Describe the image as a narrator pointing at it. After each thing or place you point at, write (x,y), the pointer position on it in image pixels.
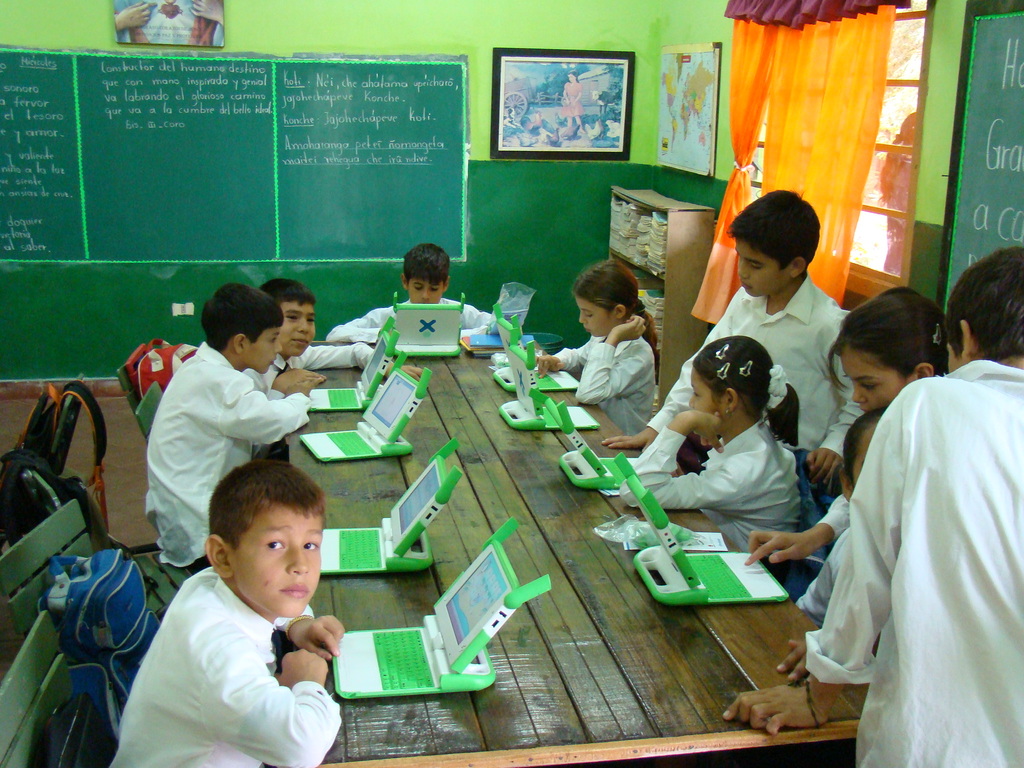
In this picture all this children (219,545) are wearing school dress (322,696) and operating computers (361,433) and this is black board (404,103).
